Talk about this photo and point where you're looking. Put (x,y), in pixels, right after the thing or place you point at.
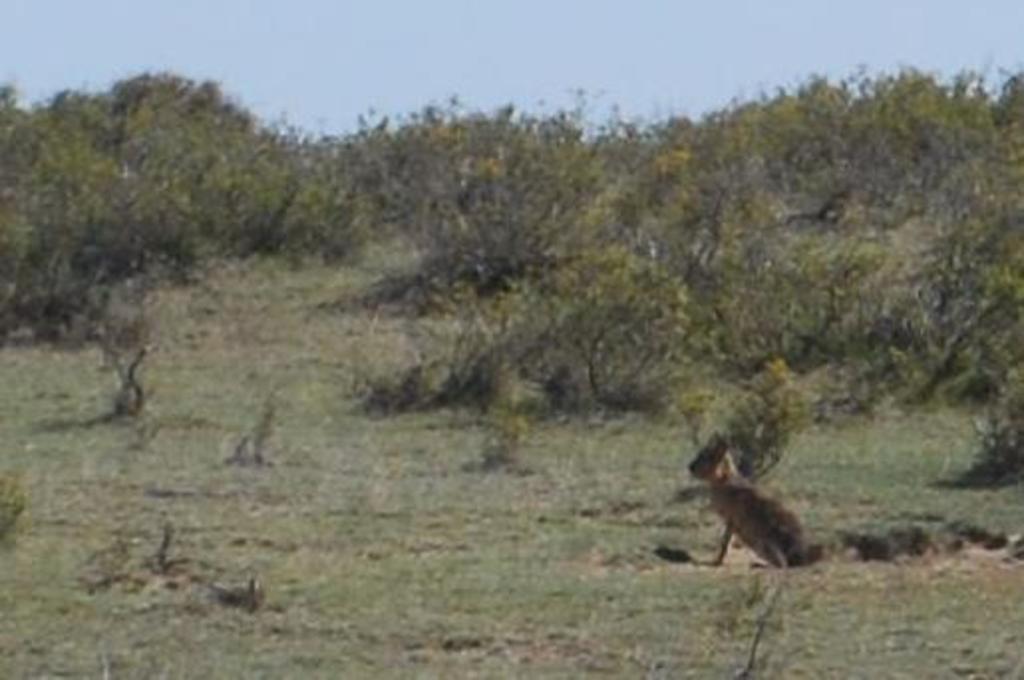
In this image I can see the animal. In the background (557,287) I can see few trees (505,244) in green color and the sky (461,56) is in blue color.
